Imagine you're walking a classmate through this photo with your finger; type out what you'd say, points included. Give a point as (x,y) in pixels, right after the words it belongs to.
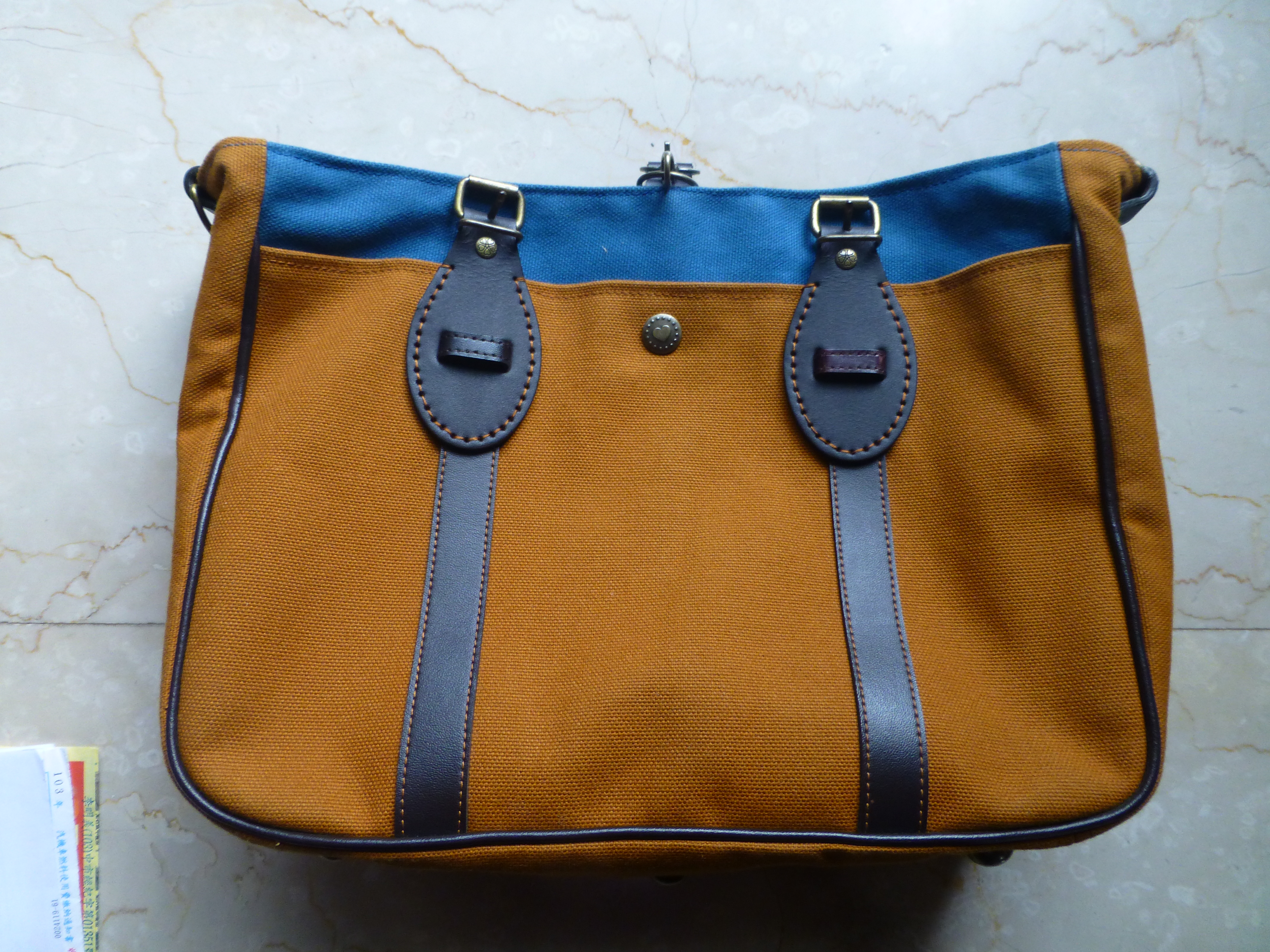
There is a bag (887,641). This is with mixed colors blue, brown and black. There is a book (80,785) besides this.
